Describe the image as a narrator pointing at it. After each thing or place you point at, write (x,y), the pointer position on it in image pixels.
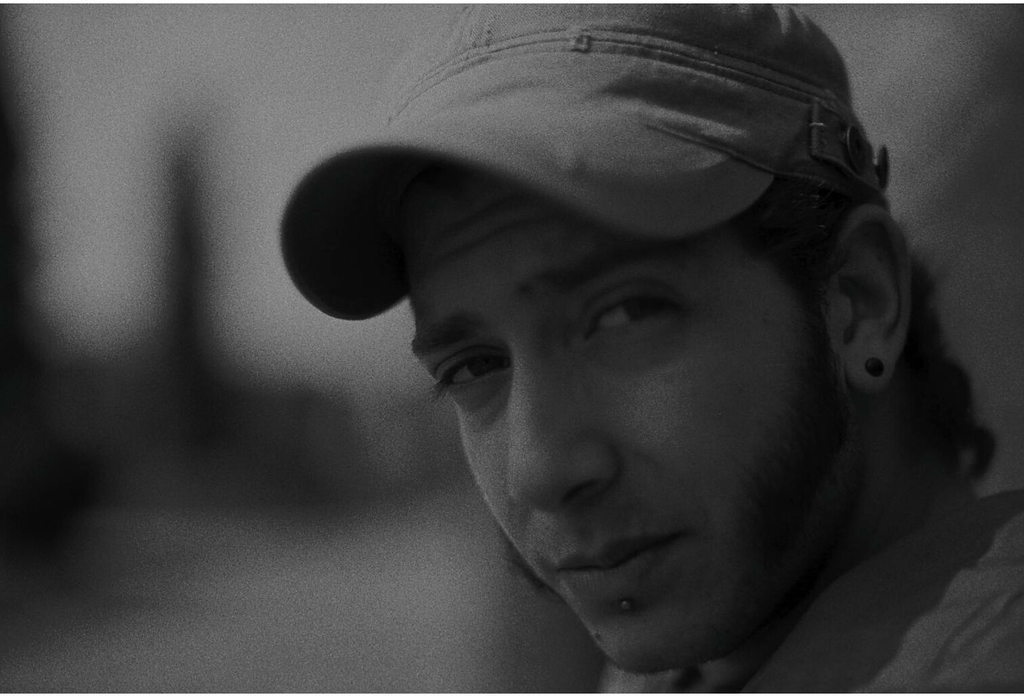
This man (897,519) wore a hat (686,33). Background (150,283) it is blur.
